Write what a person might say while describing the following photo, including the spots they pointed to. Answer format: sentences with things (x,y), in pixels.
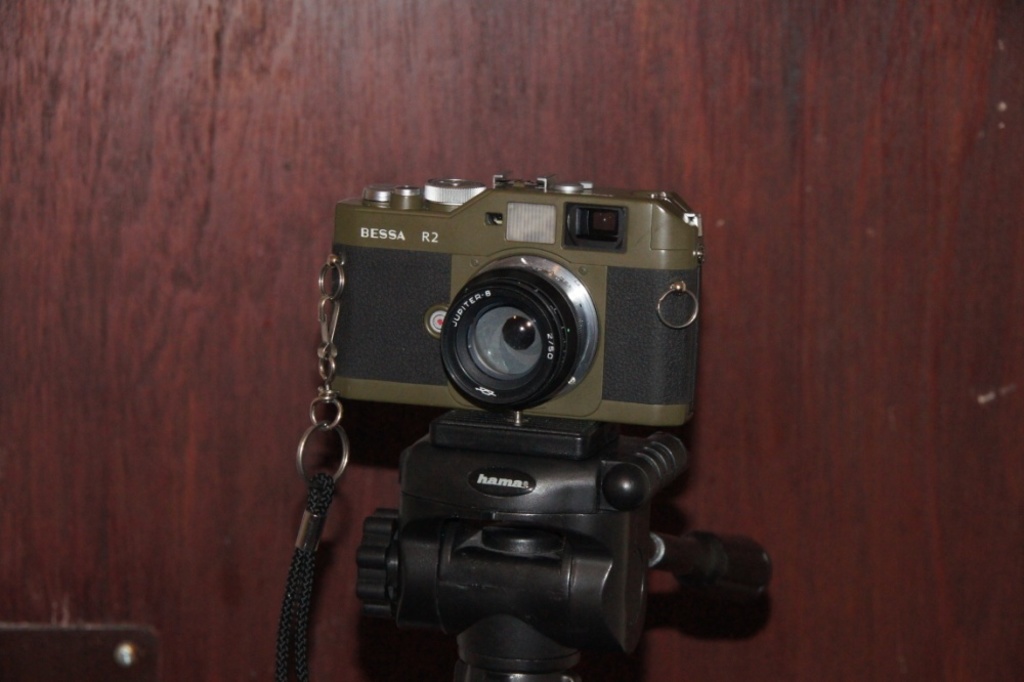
In this image we can see a camera (534,411) placed on a stand (574,553).
